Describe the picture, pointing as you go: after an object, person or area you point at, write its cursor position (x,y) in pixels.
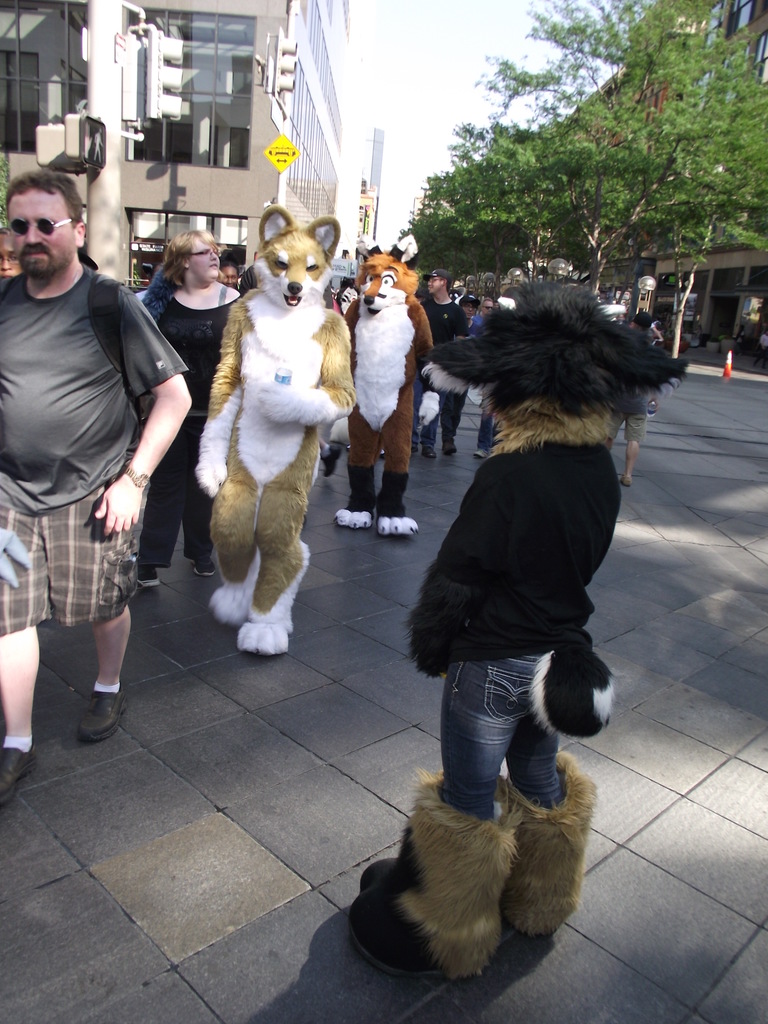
In the foreground (407,234) I can see a crowd (311,455) in costumes (357,321) are walking on the road (353,613). In the background (747,346) I can see trees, buildings (217,211), boards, fence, light poles (649,296), windows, stoppers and the sky (355,11). This image is taken may be on the road (311,646).
